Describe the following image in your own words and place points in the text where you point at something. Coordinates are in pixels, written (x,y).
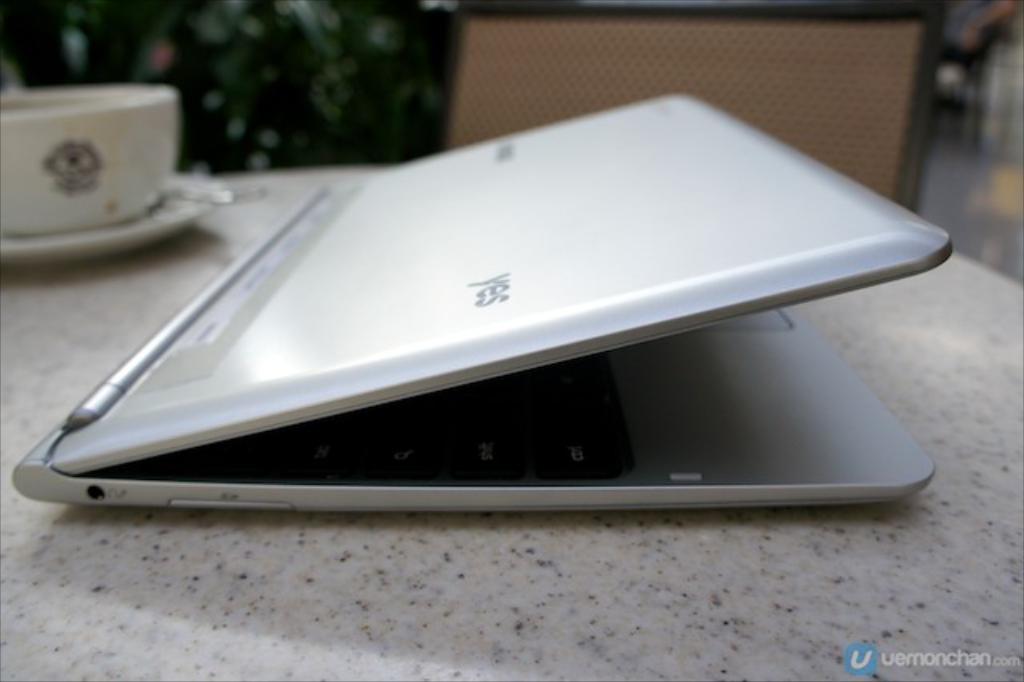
In the picture we can see a marble base table (505,599) on it, we can see a laptop (82,432) which is gray in color and beside it, we can see a cup (49,146) and saucer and in the background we can see a chair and some plants (83,79).
